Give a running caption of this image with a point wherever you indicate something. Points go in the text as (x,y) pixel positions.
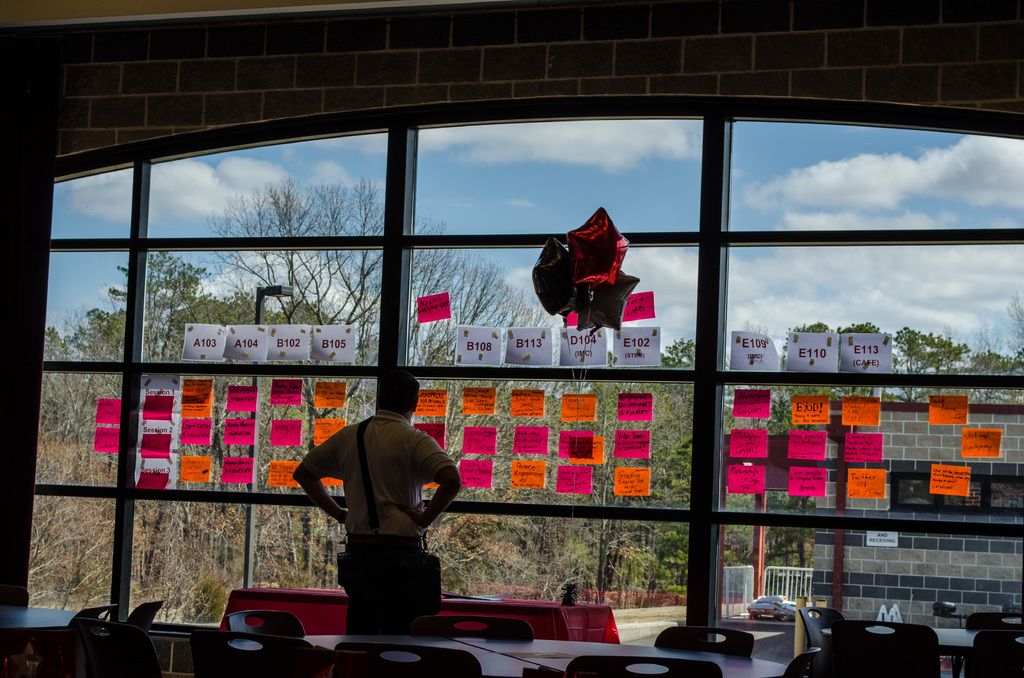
In this image I can see a person (390,522) standing in front of the glass wall (215,408) and through the wall (391,232) I can see the sky (546,177), tree (246,262) and a road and a vehicle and at the bottom (454,635) I can see a table (546,634) and a chair (750,636) and there are some colorful papers (592,396) attached to the wall (370,378).
